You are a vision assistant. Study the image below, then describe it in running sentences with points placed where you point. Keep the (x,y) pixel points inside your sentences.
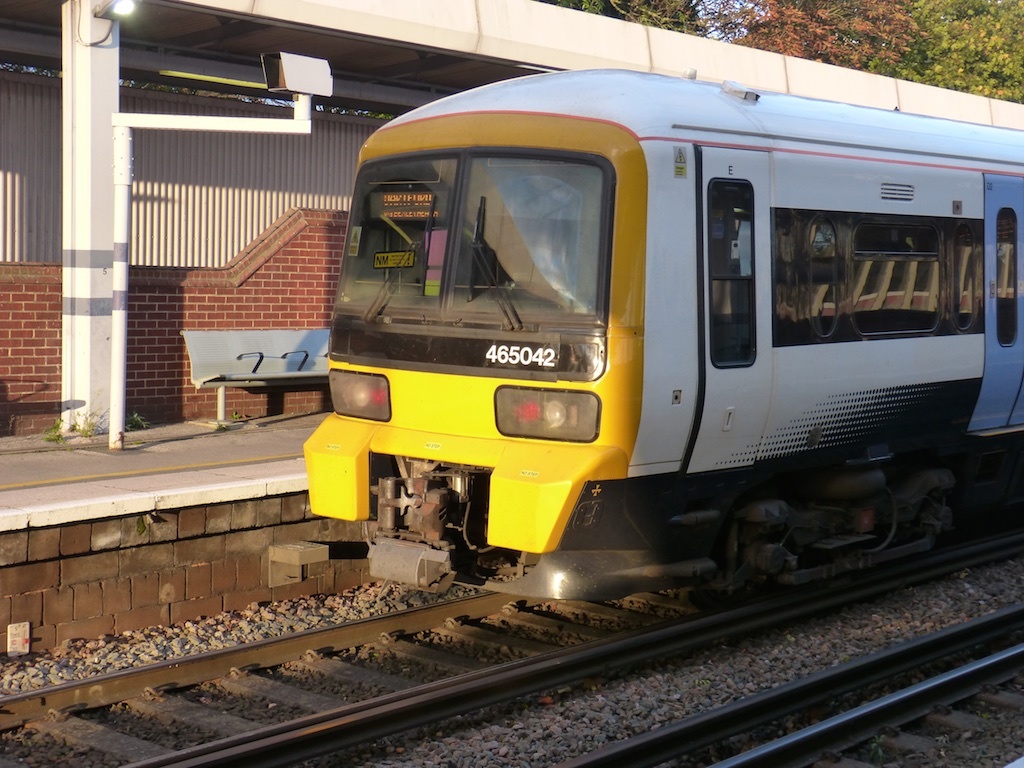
In this image we can see a train (519,525) on the railway track (321,634). In the background (822,61) we can see sky (736,5), trees (722,33), plants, electric light (104,16), benches (213,345) and a platform (102,509).
